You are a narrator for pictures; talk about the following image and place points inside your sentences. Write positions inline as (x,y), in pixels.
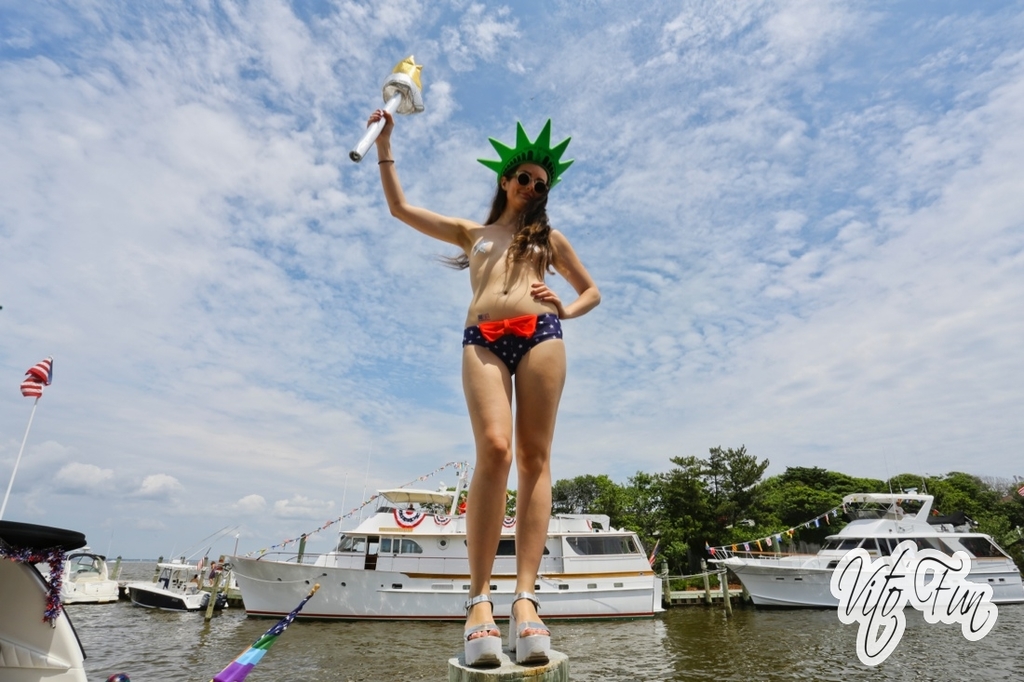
There is a woman (515,619) standing and holding a object (397,97). Right bottom of the image (904,596) we can see text (900,596). Background (232,615) we can see ships (14,593) on the water (97,630), trees (731,509) and sky (737,400) with clouds (146,322).
